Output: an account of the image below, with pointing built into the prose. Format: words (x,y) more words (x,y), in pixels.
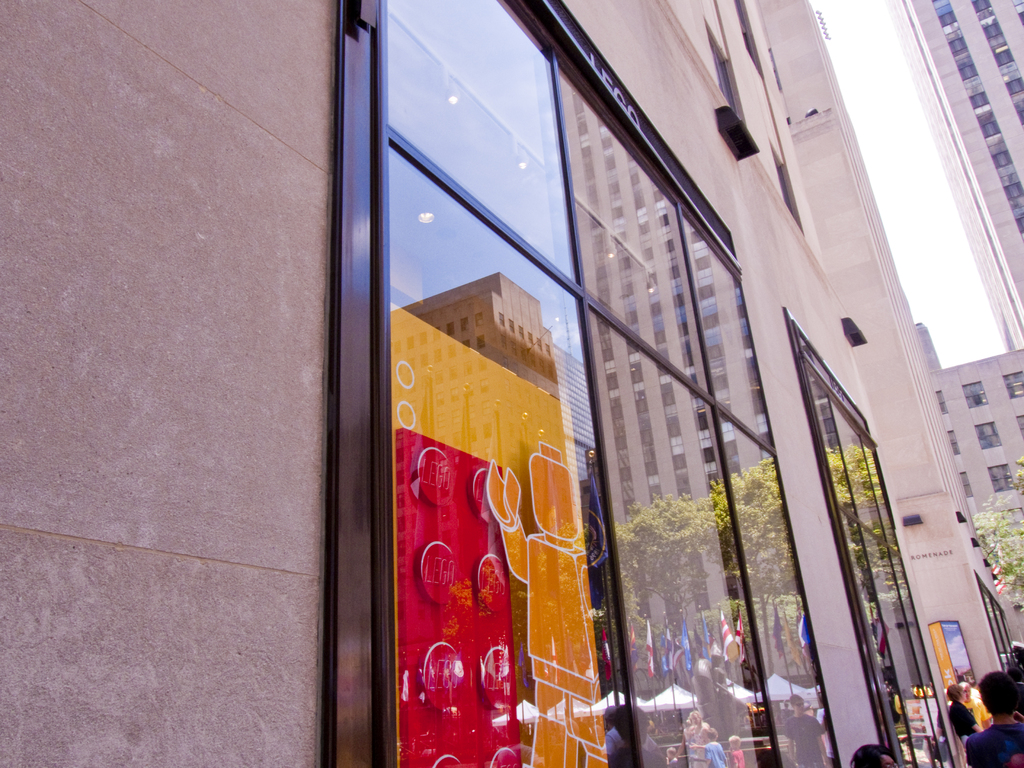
In this image we can see buildings (872,337), glass windows (819,415), trees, people (881,757) and other objects (846,322). In the background of the image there is the sky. On the left side of the image (161,455) there is a wall (144,469).
